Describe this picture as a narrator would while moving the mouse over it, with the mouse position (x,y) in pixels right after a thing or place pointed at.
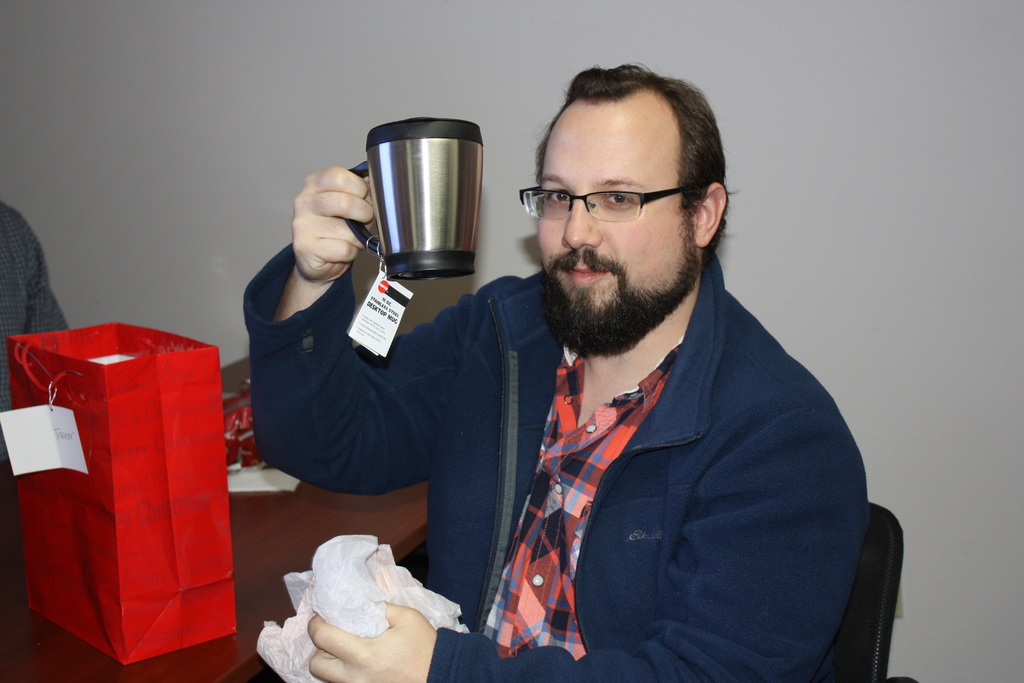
In this image we can see there is a person (632,493) sitting on the chair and holding a cloth (383,574) and a jar (391,217). In front of the person (353,241) there is a table (246,548), on the table (283,571) there is a bag (95,431) and a few objects (240,414). At the back (180,148) there is a wall (67,240).
